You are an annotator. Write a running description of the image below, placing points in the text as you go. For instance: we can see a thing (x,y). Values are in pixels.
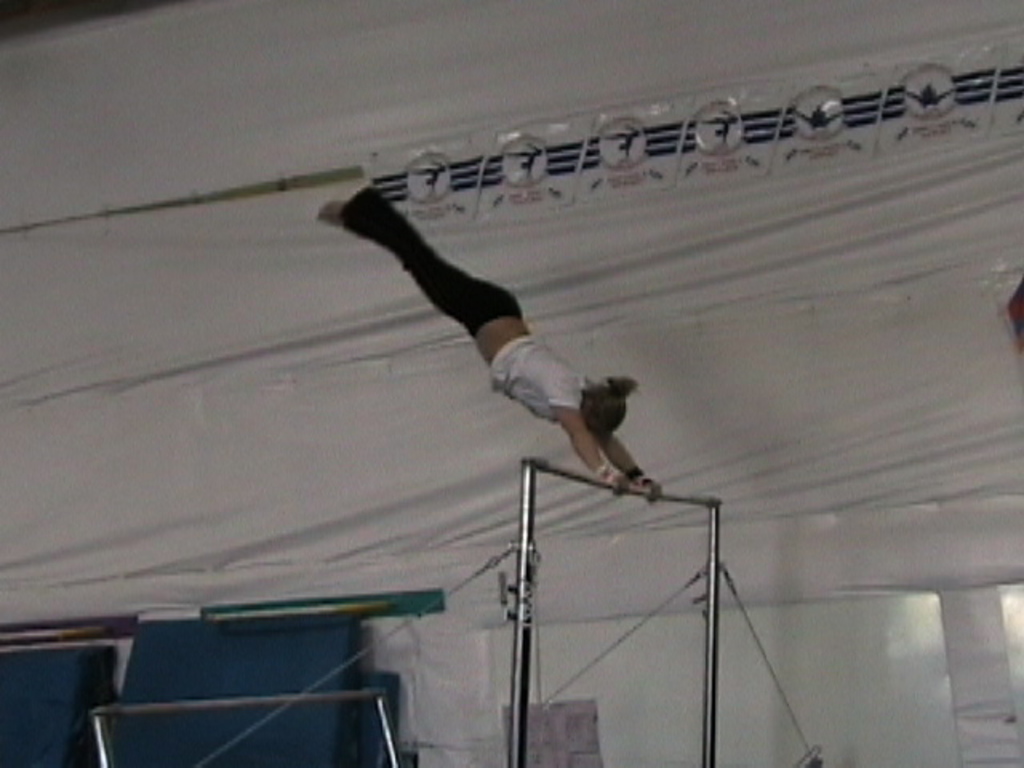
In this image we can see a person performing gymnastics by holding a rod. And the background (780,458) is white color.
